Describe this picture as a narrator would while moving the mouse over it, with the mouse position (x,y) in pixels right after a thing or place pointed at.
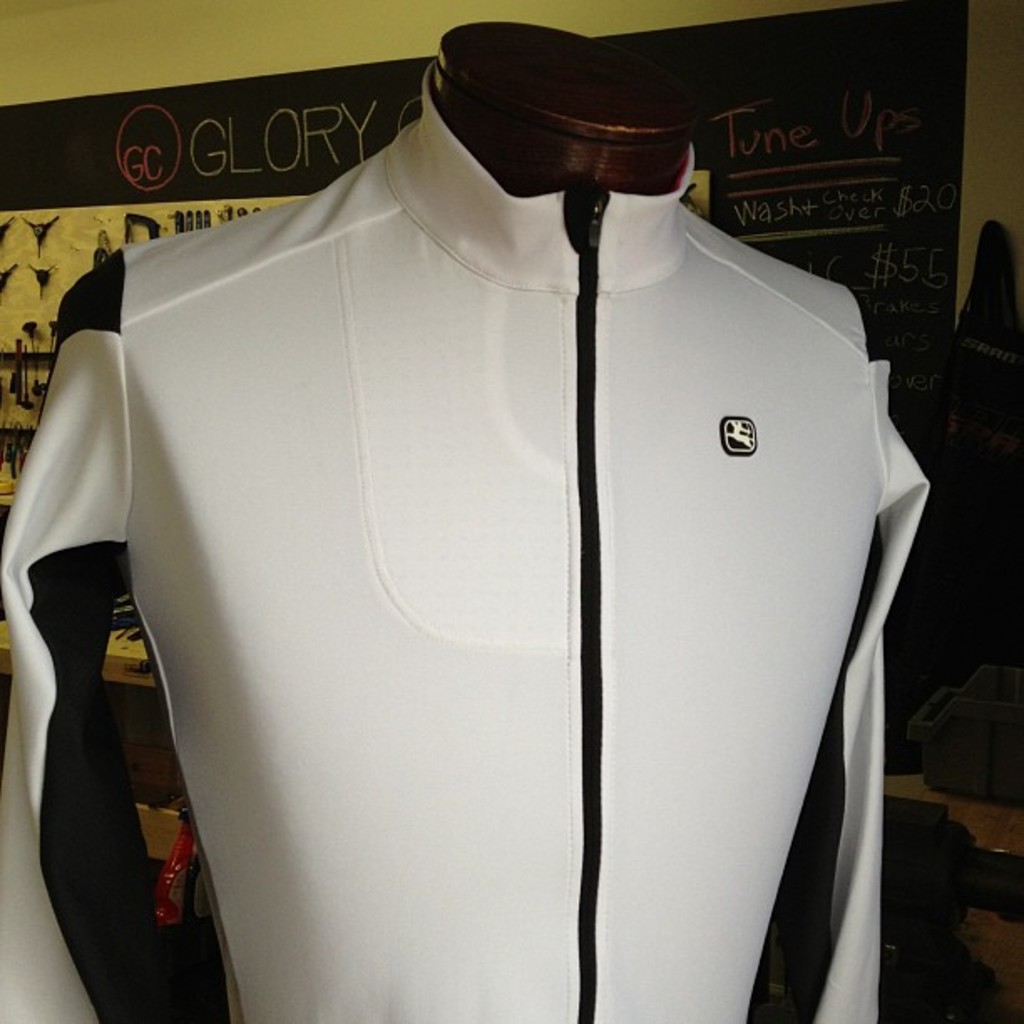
In this image there is a mannequin (513,235) in the foreground (555,718). There is a poster (890,56) with some text (908,199) on the wall (619,7) in the background (854,136). There is a floor (946,802) at the bottom (976,927). And there are objects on the left corner (17,470).
